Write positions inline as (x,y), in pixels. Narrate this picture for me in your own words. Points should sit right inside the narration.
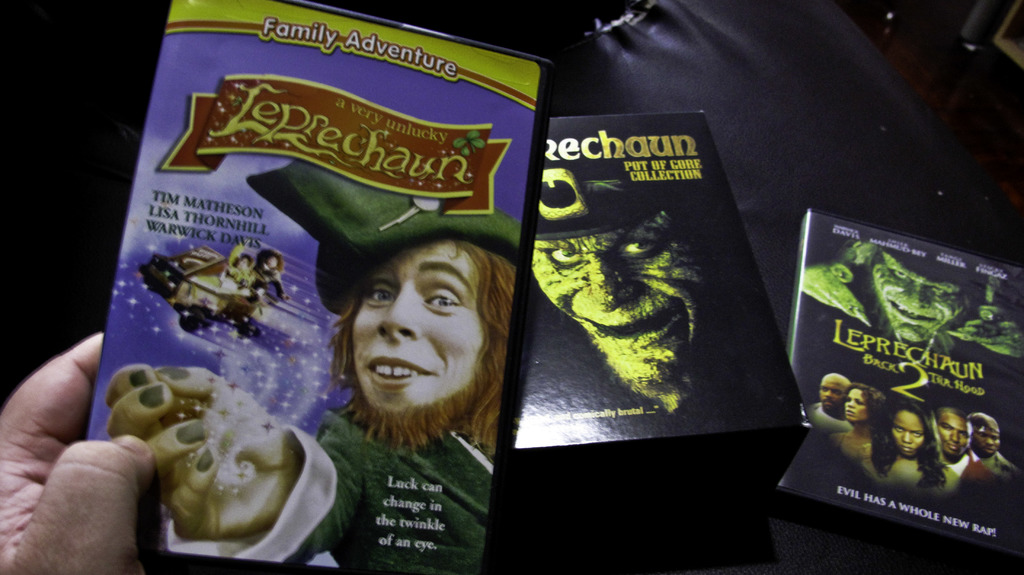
In this image I see 3 boxes (419,175) on which there are pictures (469,308) of persons (558,285) and I see something is written and I see a person's hand (113,500) who is holding this box (342,295) and I see the black color surface (856,122).
